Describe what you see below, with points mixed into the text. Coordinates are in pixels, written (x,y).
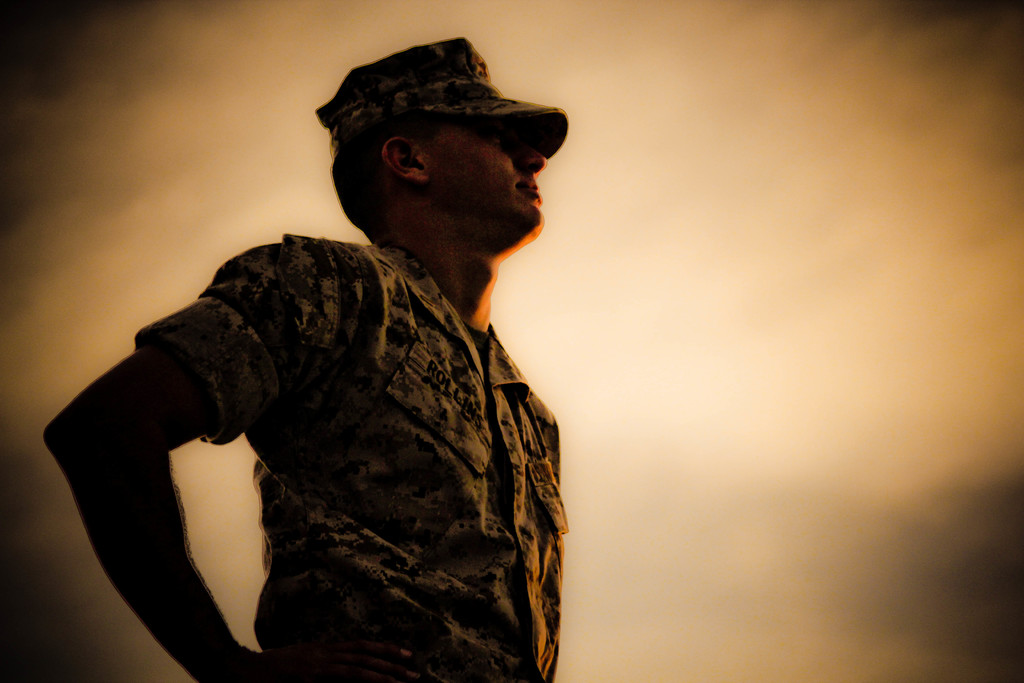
In this picture there is a person (495,353) wearing cap (416,74) is standing.
